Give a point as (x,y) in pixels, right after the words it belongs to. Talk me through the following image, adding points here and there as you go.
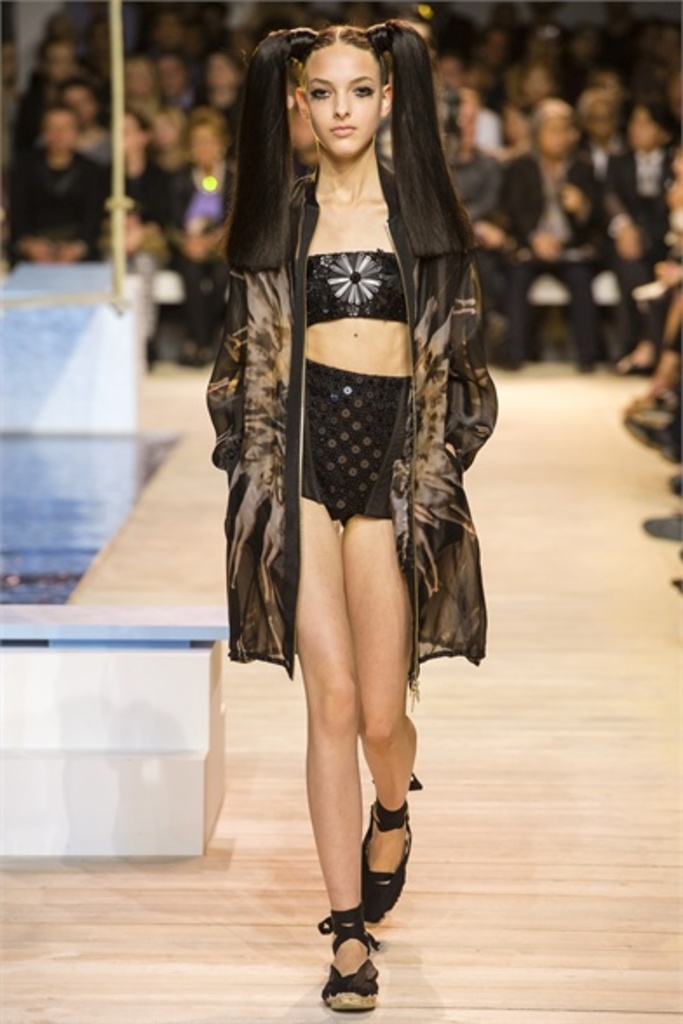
In this image I can see a woman (339,463) walking on the floor (526,831). In the background (607,94), I can see some people (571,243).
